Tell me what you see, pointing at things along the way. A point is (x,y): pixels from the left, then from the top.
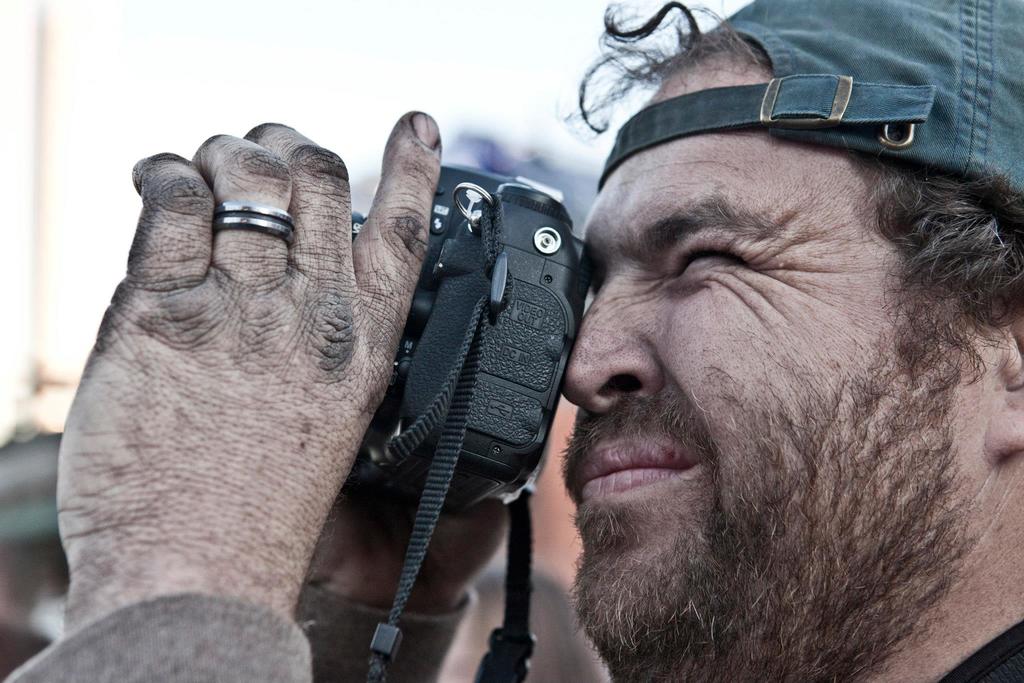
In this image we can see there is a person (585,349) holding a camera (561,216) and taking pictures. And he kept a cap (884,60) to his head (776,220).
